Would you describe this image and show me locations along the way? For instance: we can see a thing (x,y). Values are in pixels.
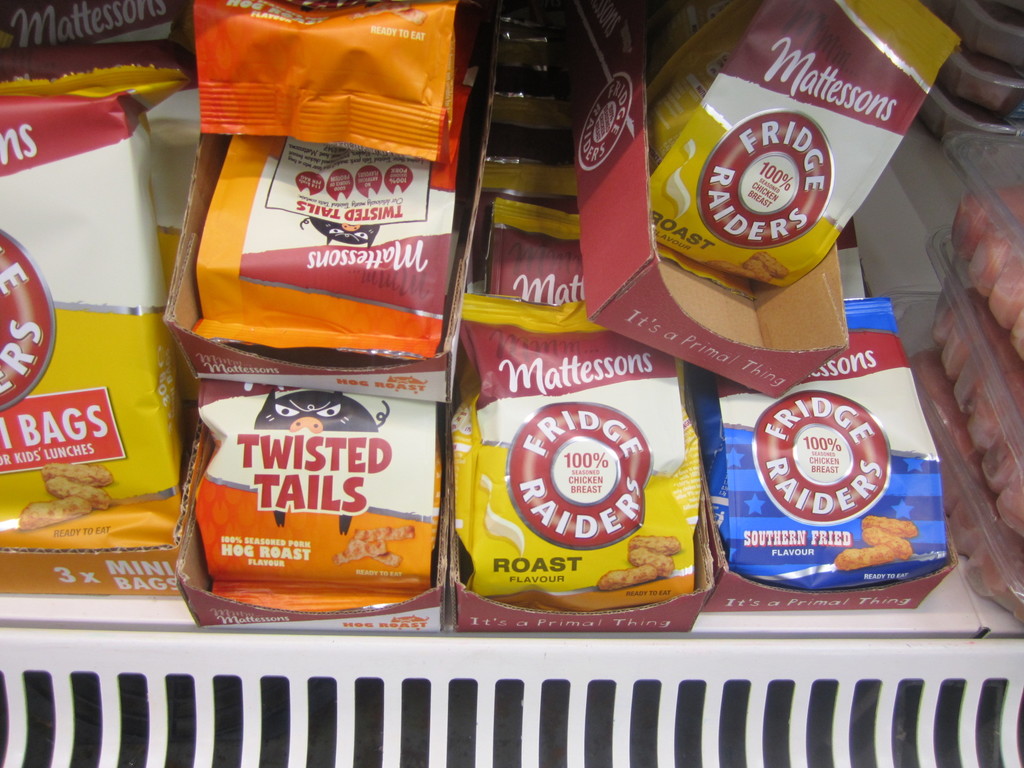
In this picture there are snack wrappers (720,252) in the center of the image (523,295), inside the rack (903,226) and there are trays (993,233) of meat (948,315) on the right side of the image (948,315).
